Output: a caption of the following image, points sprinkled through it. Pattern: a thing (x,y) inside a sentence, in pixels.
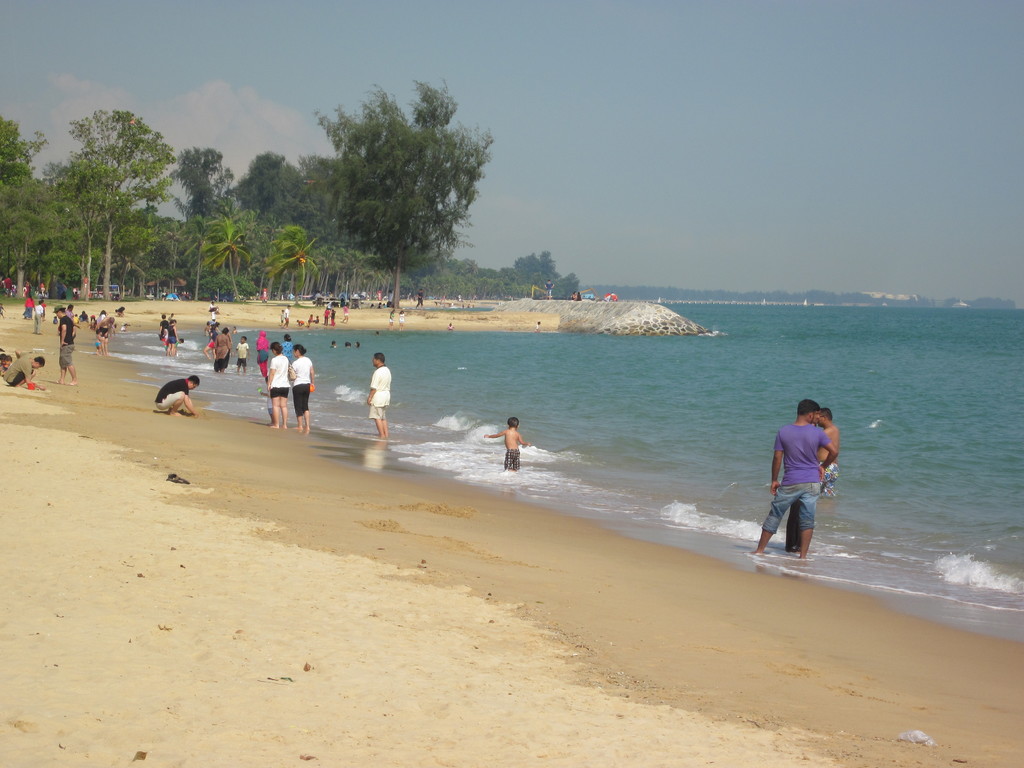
In this image on the right side (878,403) there is a beach (559,385) and on the left side (275,409) there are some persons (285,373). In the background (184,262) there are some trees (436,221), and at the top of the image (531,126) there is sky (588,150) and at the bottom (424,612) there is sand (452,610).
